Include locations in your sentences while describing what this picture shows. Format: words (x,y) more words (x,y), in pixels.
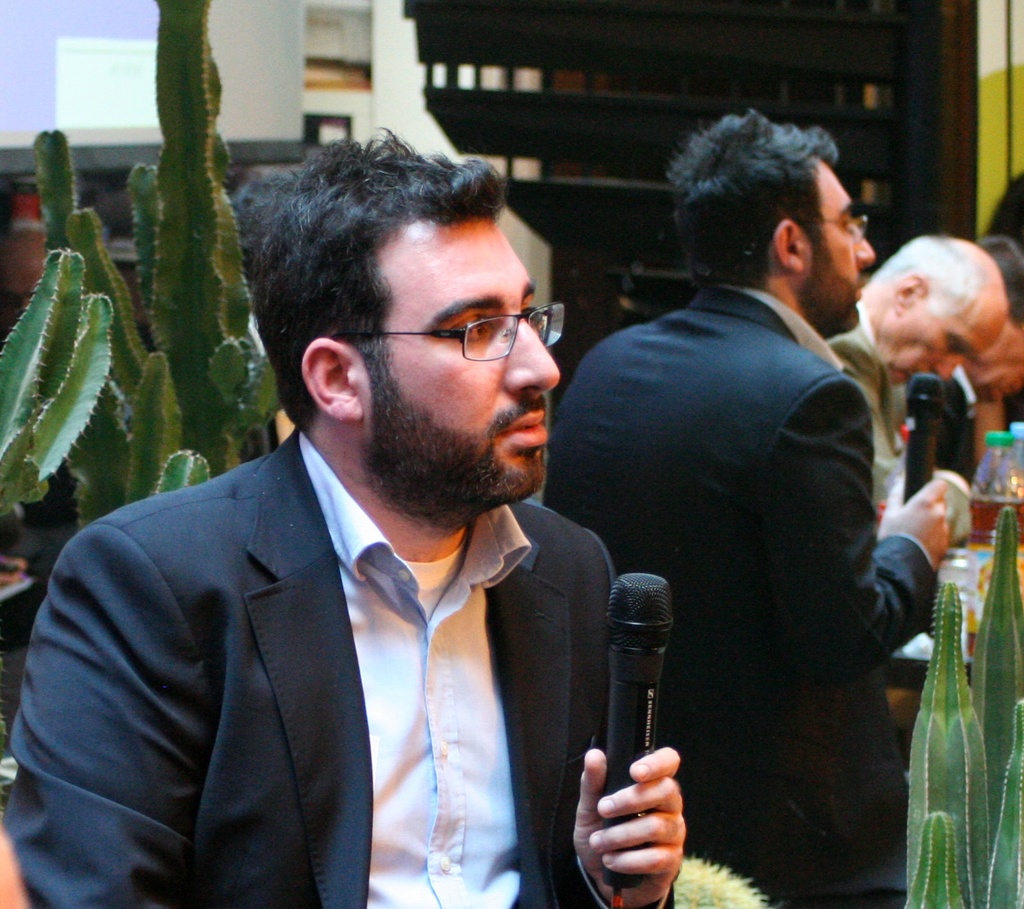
In this image i can see a man (443,504) holding a microphone (618,649) at the back ground (647,401) see few other person's (906,333), a plant (182,138), a wooden cupboard (535,64).
